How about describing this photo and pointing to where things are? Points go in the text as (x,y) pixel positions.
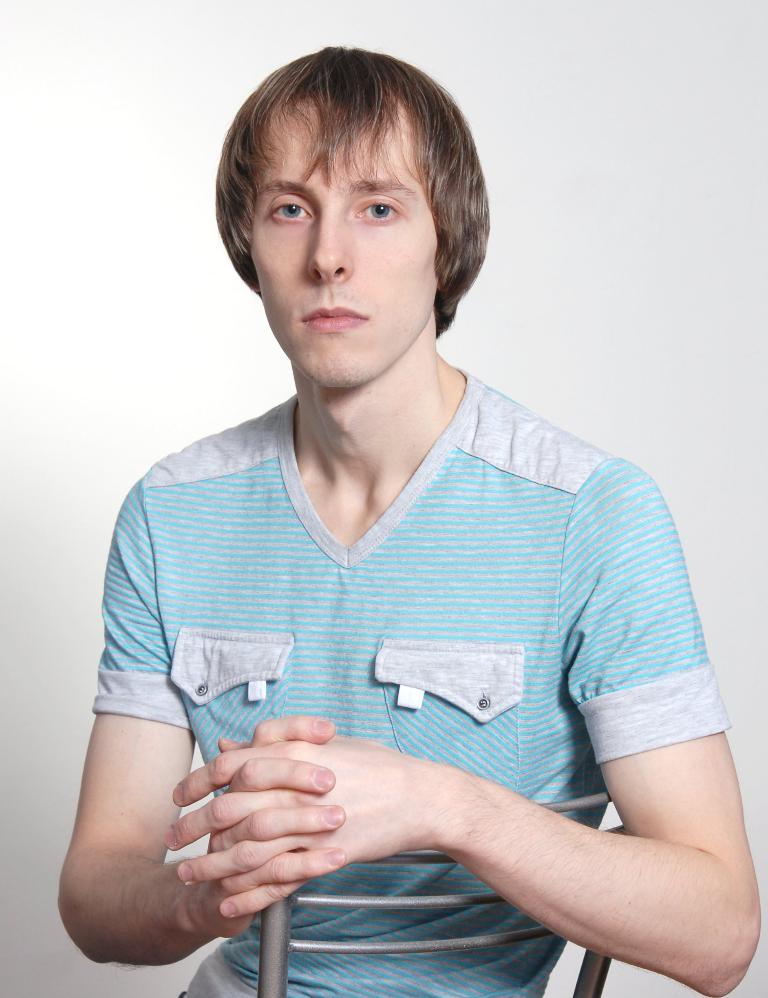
In this image I can see the person (362,593) sitting on the chair (276,983) and the person (295,700) is wearing the blue color dress (361,648). In the back (550,323) I can see the white wall (511,353).
